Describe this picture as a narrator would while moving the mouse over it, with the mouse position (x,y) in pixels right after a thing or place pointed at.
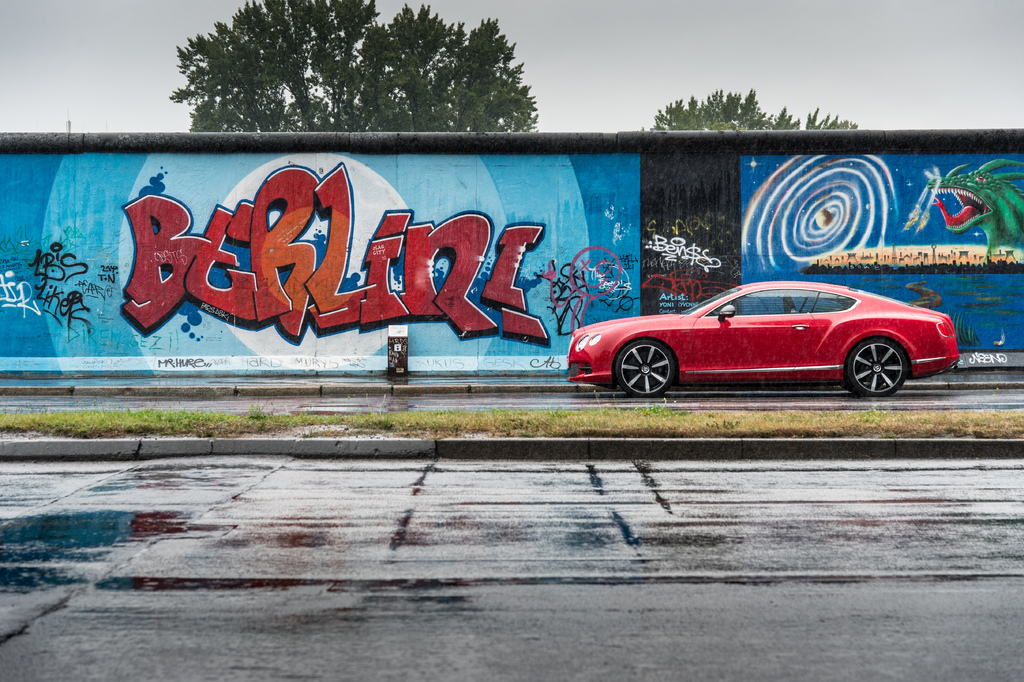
In the picture I can see a red color car (790,351) on the road (154,658). In the background (551,263) I can see a wall (525,212) which has paintings (507,199) on it. In the background (549,74) I can see the sky (616,58) and trees (446,78). Here I can see the grass (527,429) and some other objects (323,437).
